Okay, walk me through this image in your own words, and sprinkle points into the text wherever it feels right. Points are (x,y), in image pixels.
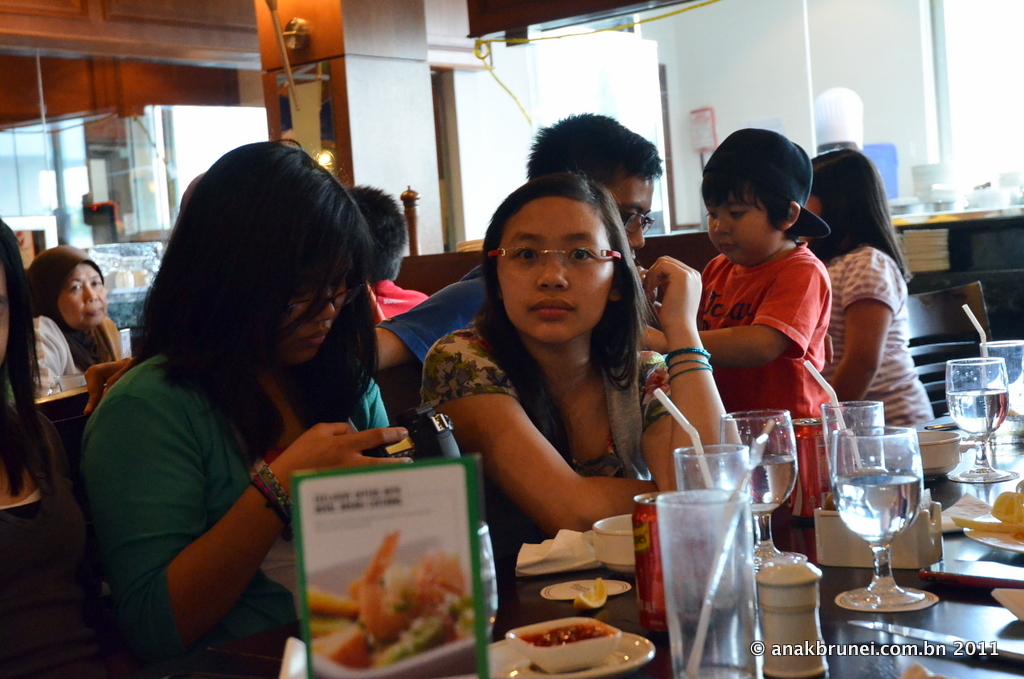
This picture shows few people (789,143) seated on the chairs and we see few glasses (780,480) and bowls (632,551) and few napkins (586,558) and plates (511,669) on the table (236,665) and we see a boy (742,191) wore a cap (735,171) on his head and couple of them wore spectacles (636,223) on their faces (519,229) and we see couple of them seated on their back (42,259) and we see a knife (884,631) and a small display board (407,555) on the table (889,661).
